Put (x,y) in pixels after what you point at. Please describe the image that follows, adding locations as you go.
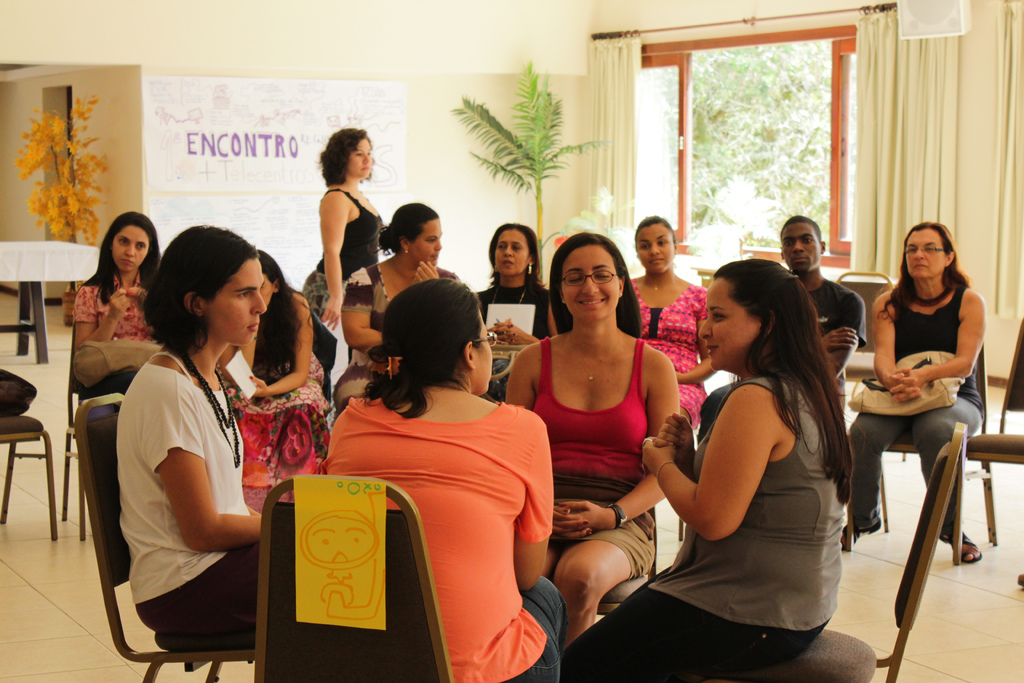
In this picture we can see a group of women (111,264) sitting on the chair (352,574) and smiling and discussing something. In the background (444,150) there is a yellow color wall (461,150) and big glass window (770,164) with curtains (877,164). On the left corner (55,153) there is a yellow color plant (87,171) is placed.
